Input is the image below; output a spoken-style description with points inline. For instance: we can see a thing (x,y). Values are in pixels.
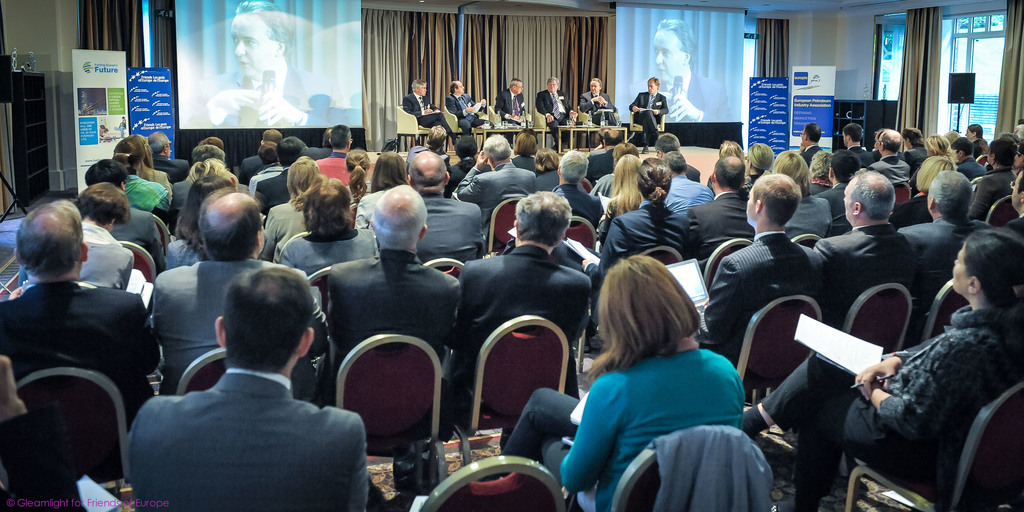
In this image, we can see some people (879,384) sitting on the chairs (489,111), in the background (922,73) there are some curtains (405,41) and we can see two screens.
